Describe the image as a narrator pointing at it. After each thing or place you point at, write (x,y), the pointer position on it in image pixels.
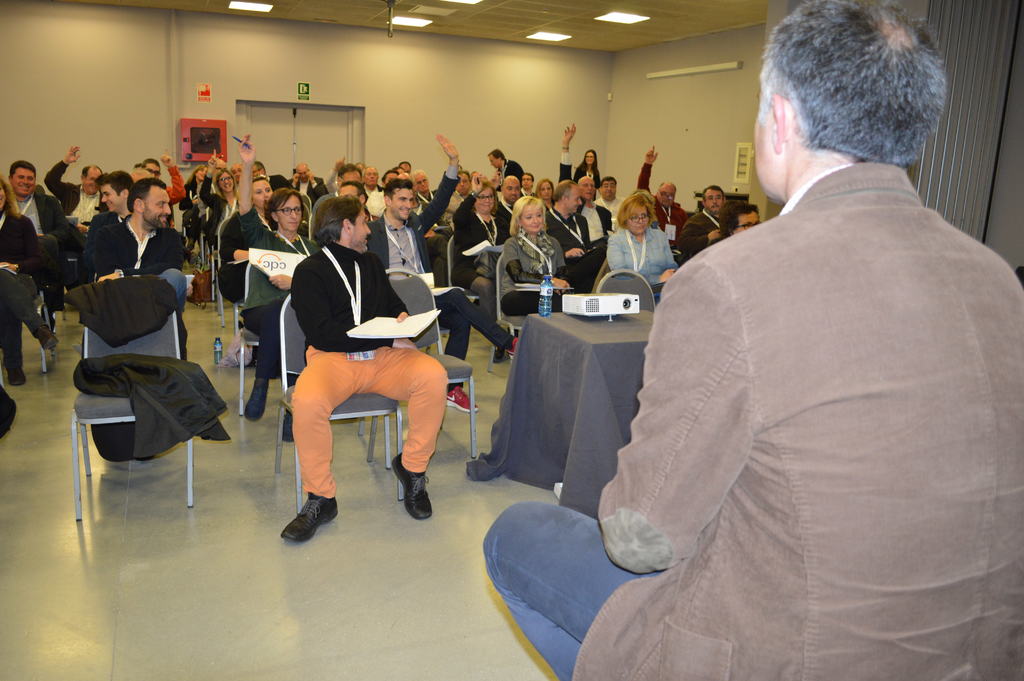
In this image there are group of people (334,241) sitting in chair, a table (573,388), projector (576,301), bottle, frame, light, door (358,132) and there is a person (728,307) sitting in a chair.
